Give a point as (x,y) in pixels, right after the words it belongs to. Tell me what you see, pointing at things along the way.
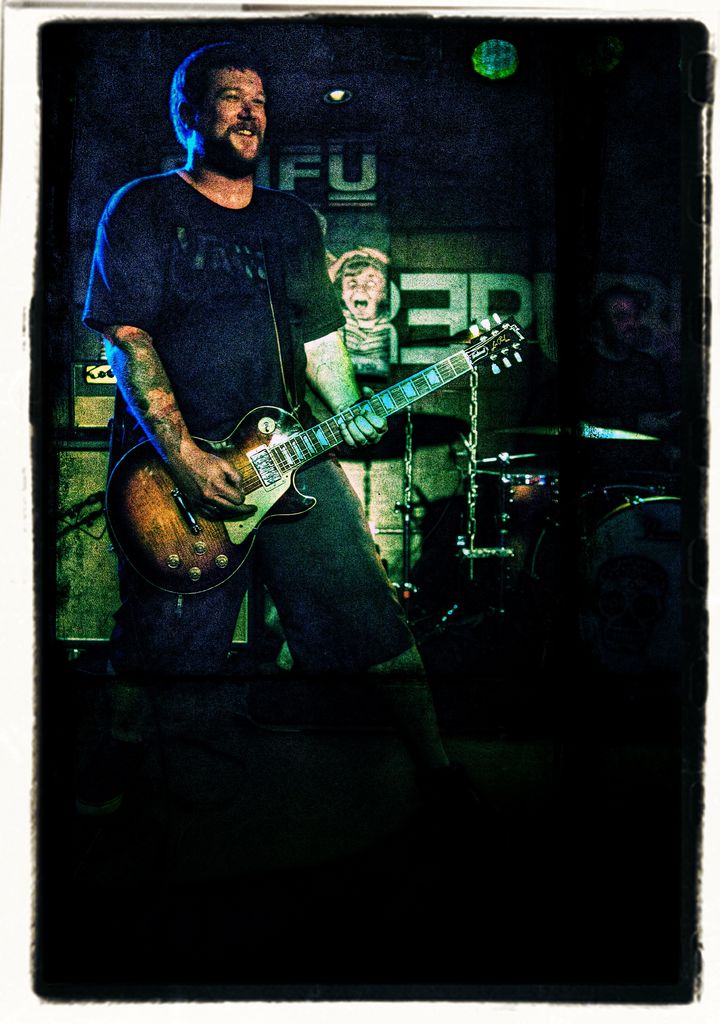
In the center (331,467) we can see man (332,306) standing and holding guitar (216,542). And back there is a wall (582,342) and few musical instruments (523,479).
